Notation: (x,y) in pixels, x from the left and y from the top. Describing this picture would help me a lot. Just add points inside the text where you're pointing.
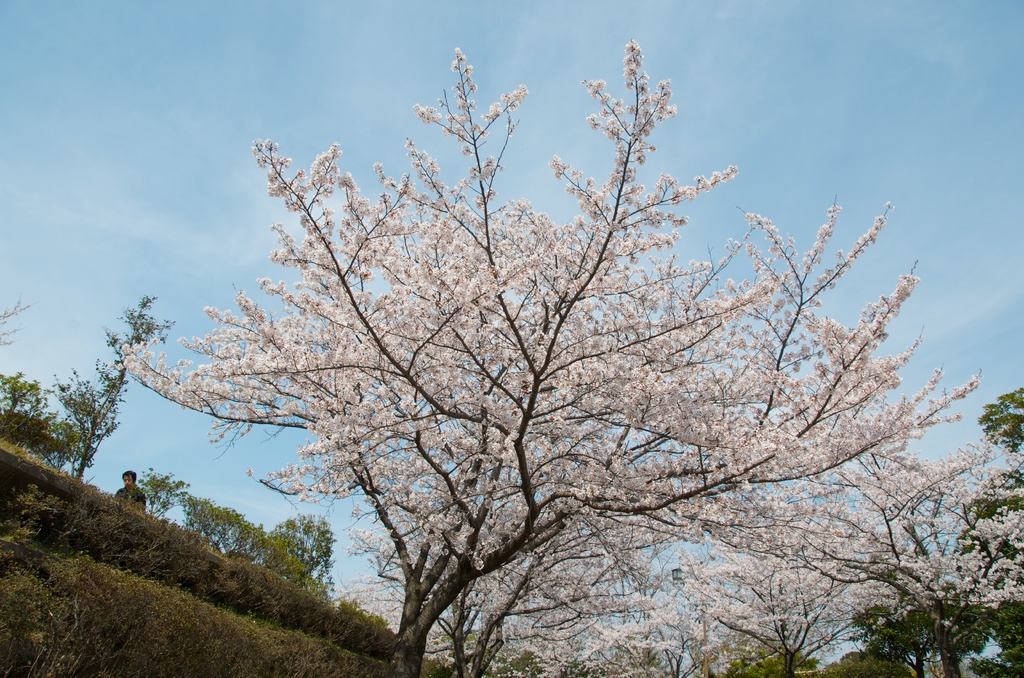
In the image we can see a person (126,482) wearing clothes (120,494). This is a grass (220,599), tree (731,509), plant (267,601) and a sky (101,147).
